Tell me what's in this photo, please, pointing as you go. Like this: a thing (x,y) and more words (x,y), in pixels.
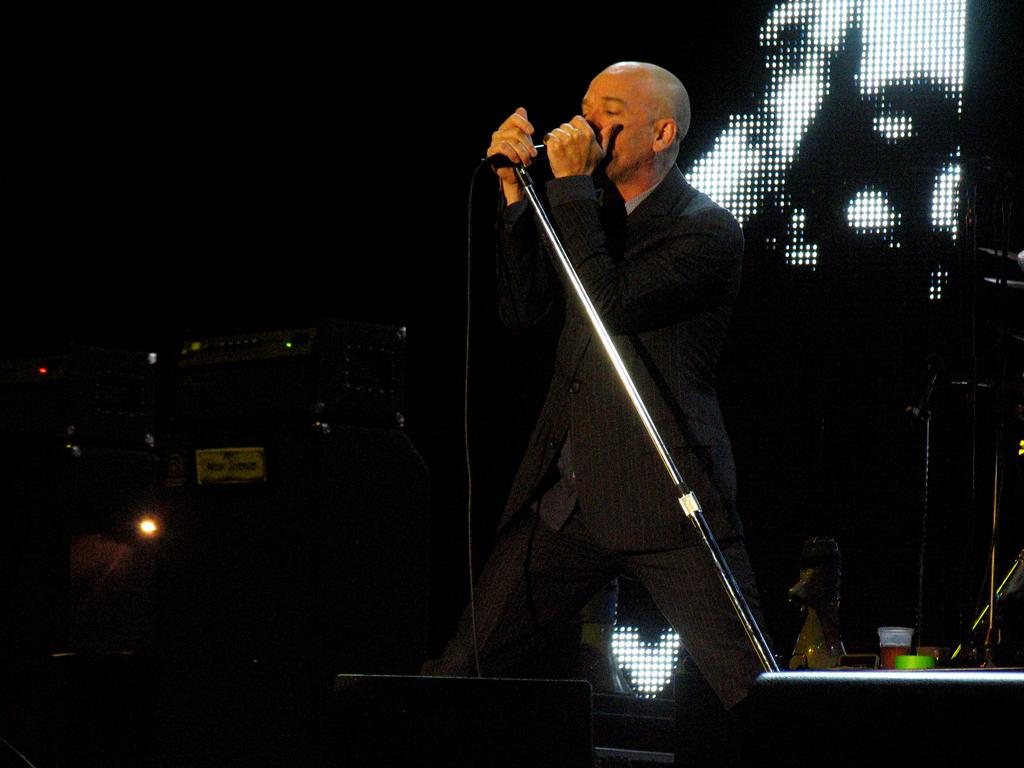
In this image the man (631,340) is standing and holding a mic (537,151).
